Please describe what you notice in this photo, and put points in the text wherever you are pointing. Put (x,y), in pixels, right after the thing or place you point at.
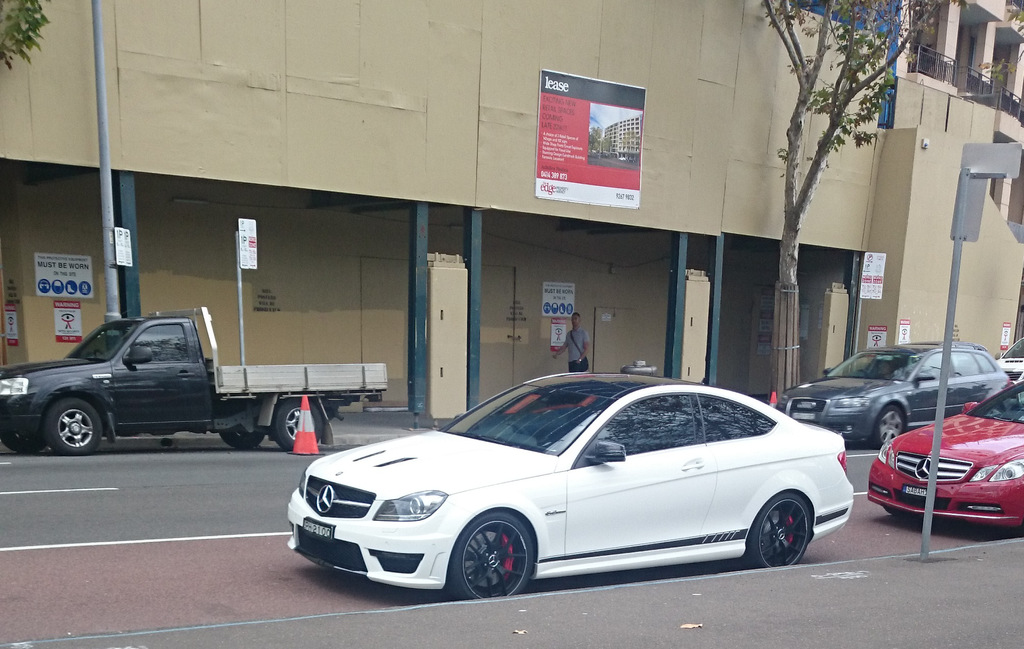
In this picture I can see buildings (331,51) and few boards (255,245) to the poles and I can see cars (783,470) and a mini truck (294,433) parked and I can see trees (797,63) and few posters (626,163) with some text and a human (581,349) is walking.
